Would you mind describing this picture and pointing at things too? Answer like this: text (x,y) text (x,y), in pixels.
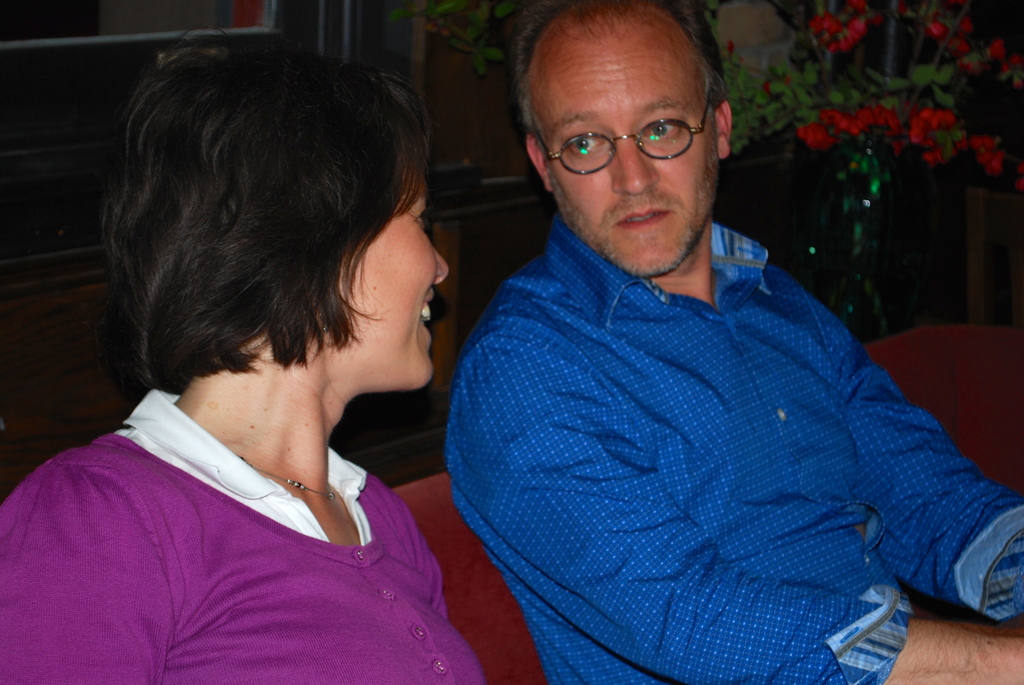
In this picture I can see couple of them (761,383) seated and I can see plant (857,81) with flowers (861,35) and man (632,195) wore spectacles (594,137).
